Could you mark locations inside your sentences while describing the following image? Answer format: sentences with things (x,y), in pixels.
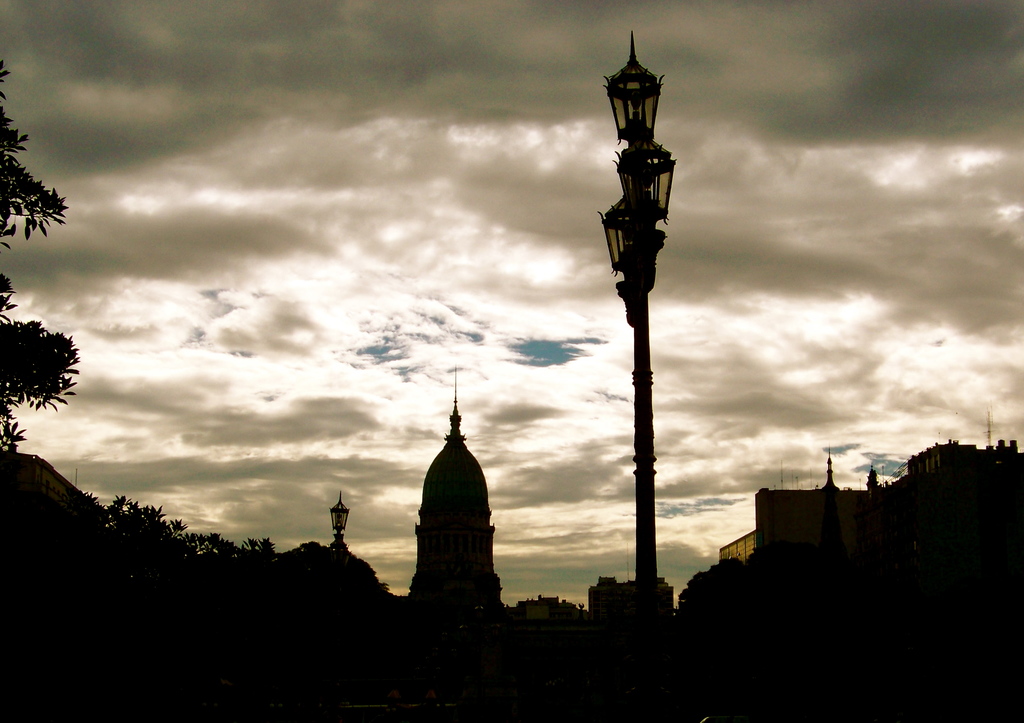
In this picture we can see a few trees (100,543), street lights (337,551) and buildings (998,485). At the bottom of the picture (253,616), we can see the dark view (824,668). Sky (378,505) is cloudy.
